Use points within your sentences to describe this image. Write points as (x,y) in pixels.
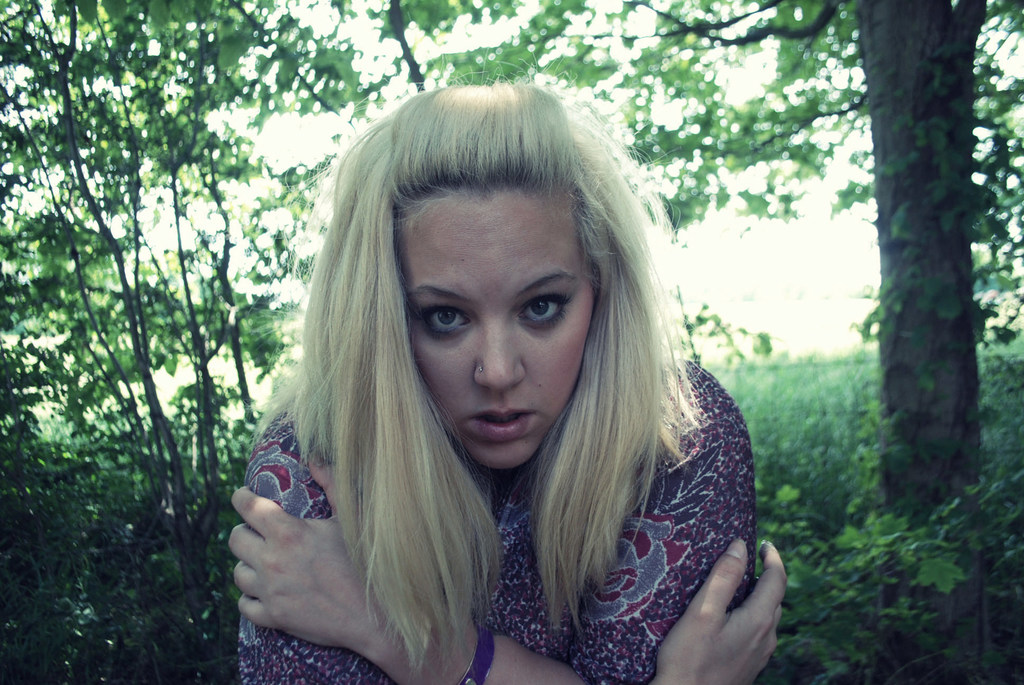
In this image we can see a person (520,497) and there are few plants (863,554) and trees (201,83) in the background (764,468).
